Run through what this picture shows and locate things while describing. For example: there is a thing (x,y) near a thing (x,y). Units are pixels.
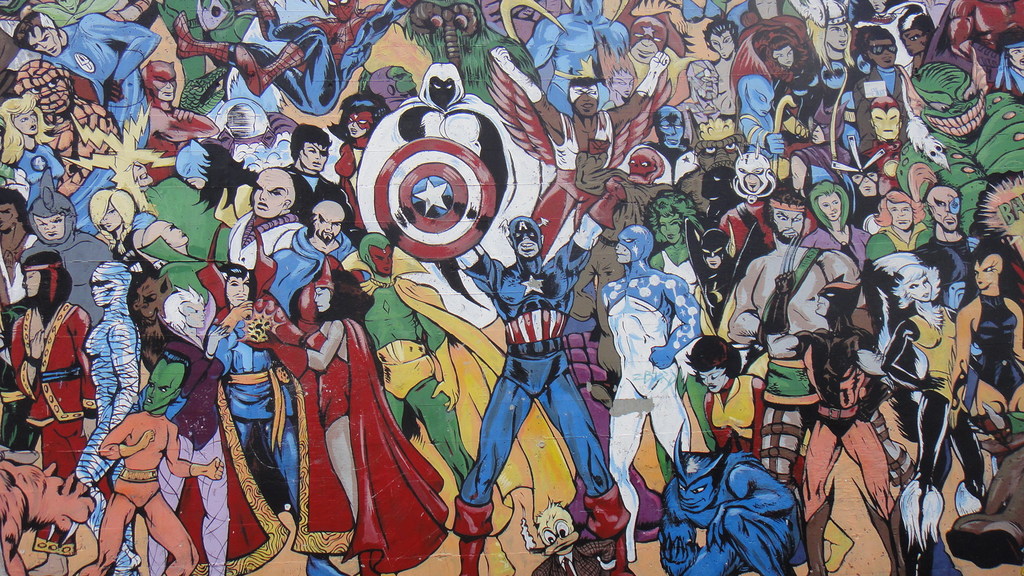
In this image I can see few cartoon pictures (770,21), animals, birds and they are in multi color.
